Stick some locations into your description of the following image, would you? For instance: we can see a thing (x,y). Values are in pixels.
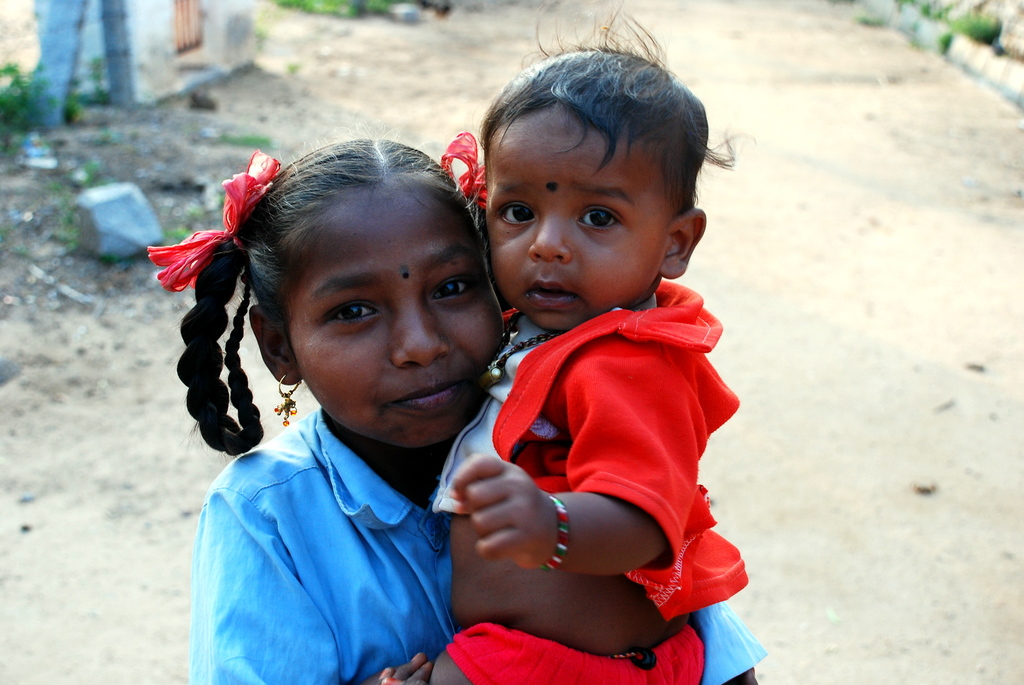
In this image we can see the child (410,470) standing on the ground (155,204) and holding the kid (629,316). And at the back (104,227) we can see the wall (163,75), pillar (58,74), stone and grass (990,22).
